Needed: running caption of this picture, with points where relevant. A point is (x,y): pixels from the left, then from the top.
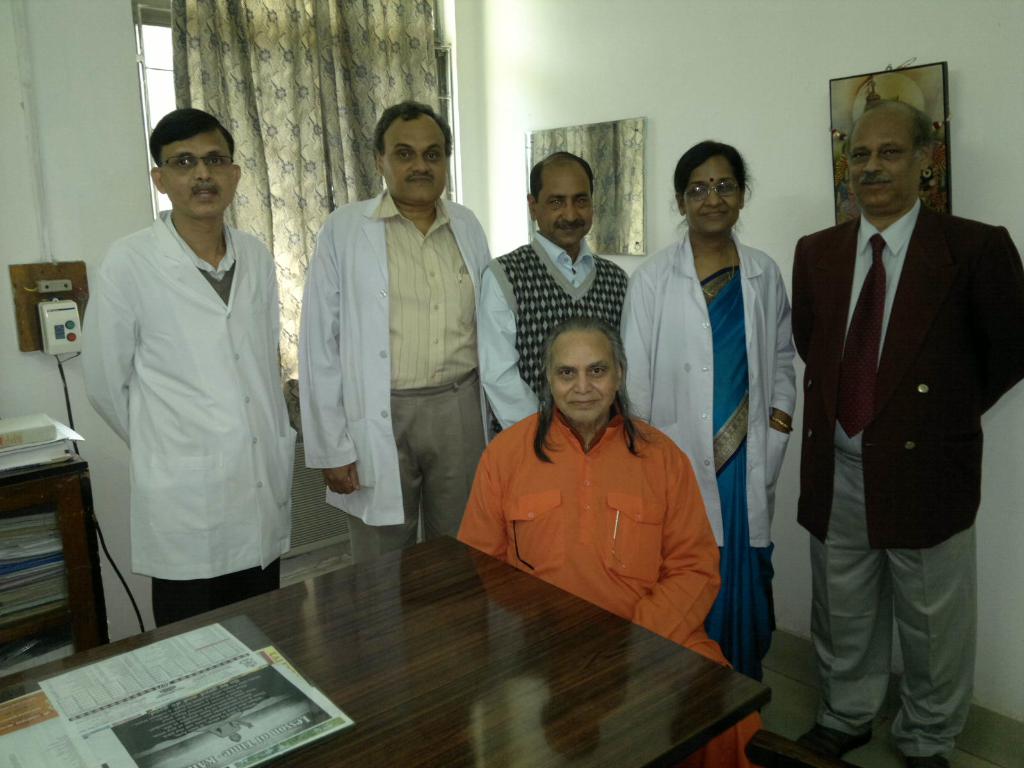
In this image we can see some persons (432,332). In the background of the image (999,52) there is a wall (738,84), frame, glass window (170,65), curtain (302,118), cupboard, books (14,435) and other objects (72,433). At the bottom of the image (512,694) there is a wooden surface (445,747), papers (302,731) and an object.
